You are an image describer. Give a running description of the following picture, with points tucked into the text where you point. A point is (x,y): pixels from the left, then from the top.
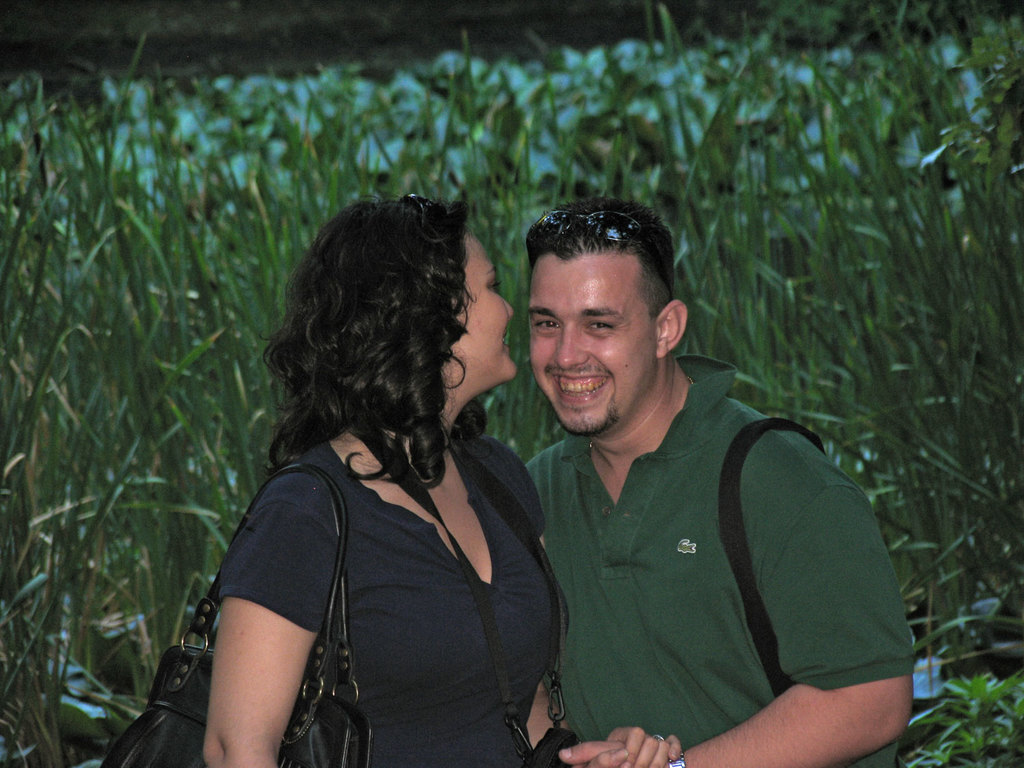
In this image we can see a man (575,322) and a woman (259,748). They are smiling. In the background (911,739) we can see plants (513,196) and grass (250,217).
